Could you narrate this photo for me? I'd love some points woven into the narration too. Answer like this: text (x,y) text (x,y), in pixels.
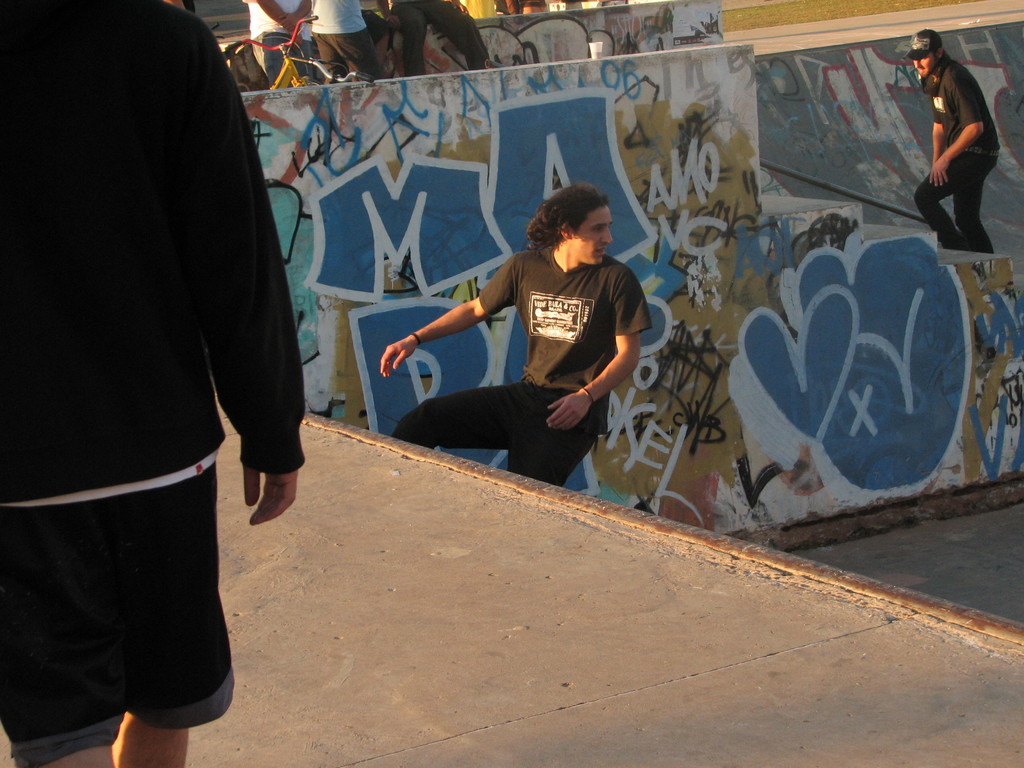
Here in this picture in the front (150,696) we can see a person (89,315) standing on the ground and in the middle (579,356) we can see a person (557,361) on a skating floor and beside him we can see some text (397,193) painted on the wall (872,333) and on the right side (962,192) we can see a person (964,165) walking on the steps (859,216) and in the middle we can see some people (285,21) standing over the place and we can also see bicycles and cup (594,47) present and we can see some part of ground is covered with grass (812,5).
